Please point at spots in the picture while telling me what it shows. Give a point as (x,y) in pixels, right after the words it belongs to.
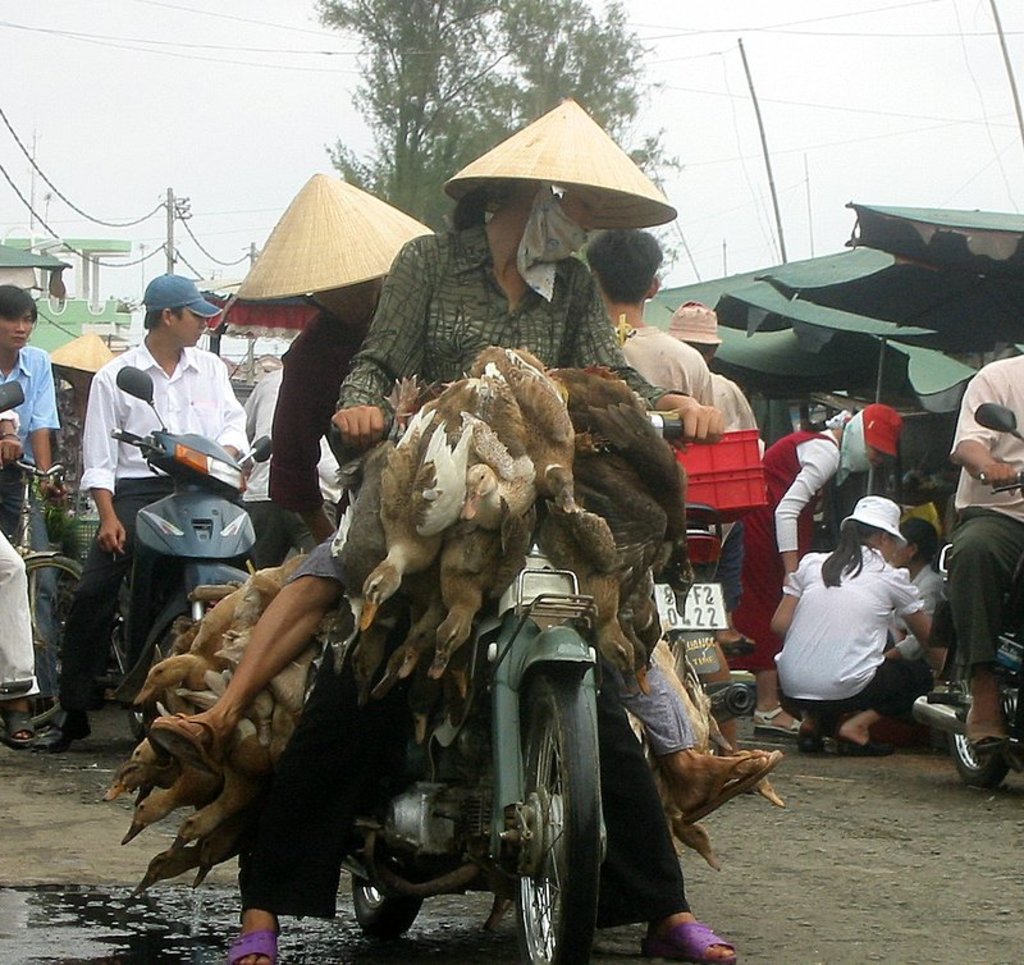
In this image we can see two people (457,310) wearing the hats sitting on a motorbike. We can also see a group of ducks (442,546) tied to the motorbike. On the backside (905,639) we can see a group of people (771,537). In that some are sitting on the vehicles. We can also see the roof (751,349), some poles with wires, a building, a tree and the sky (231,260) which looks cloudy.
